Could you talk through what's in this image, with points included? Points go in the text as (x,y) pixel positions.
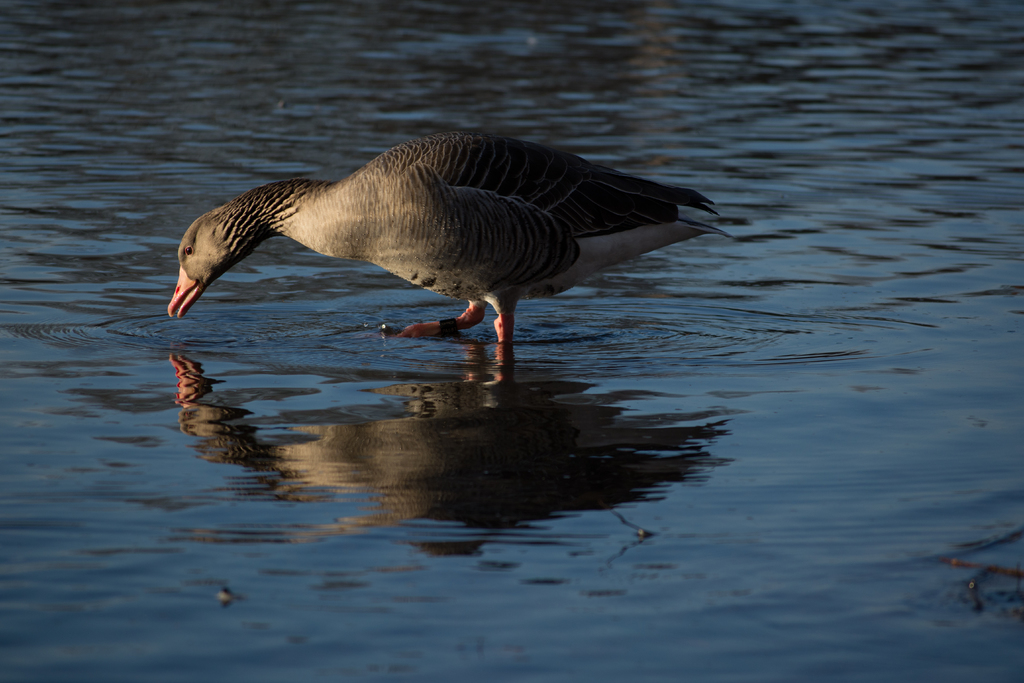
In the image there is water (113,327). In the middle of the water (262,275) there is a duck (392,257) standing.
